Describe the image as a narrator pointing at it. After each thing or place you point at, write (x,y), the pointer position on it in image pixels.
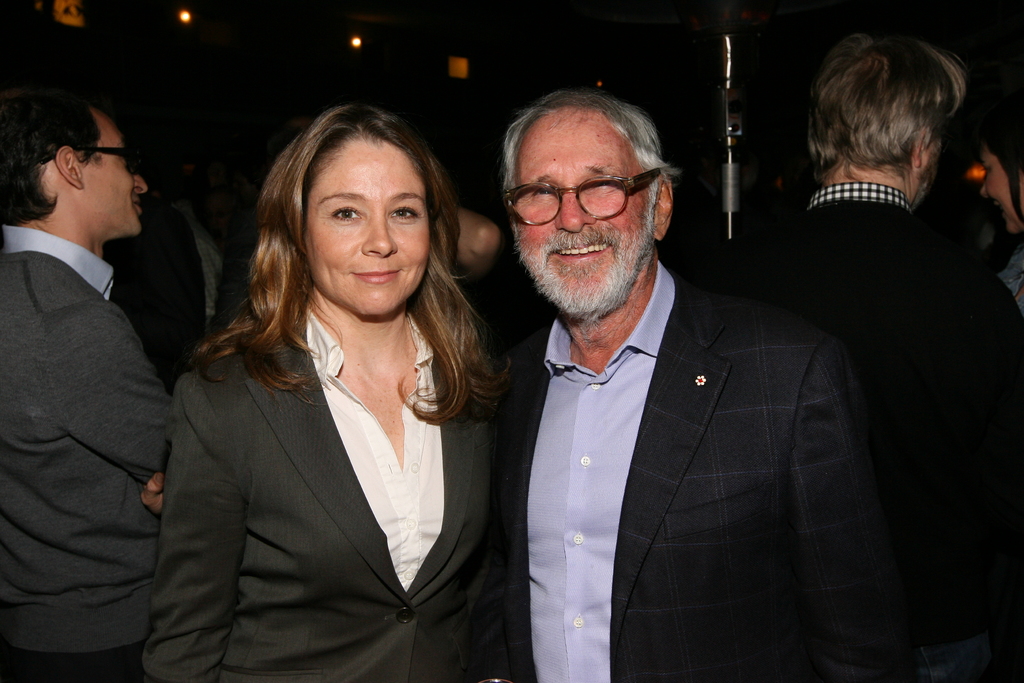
In the image we can see there are people (583,441) standing and they are wearing formal suits (800,423).
